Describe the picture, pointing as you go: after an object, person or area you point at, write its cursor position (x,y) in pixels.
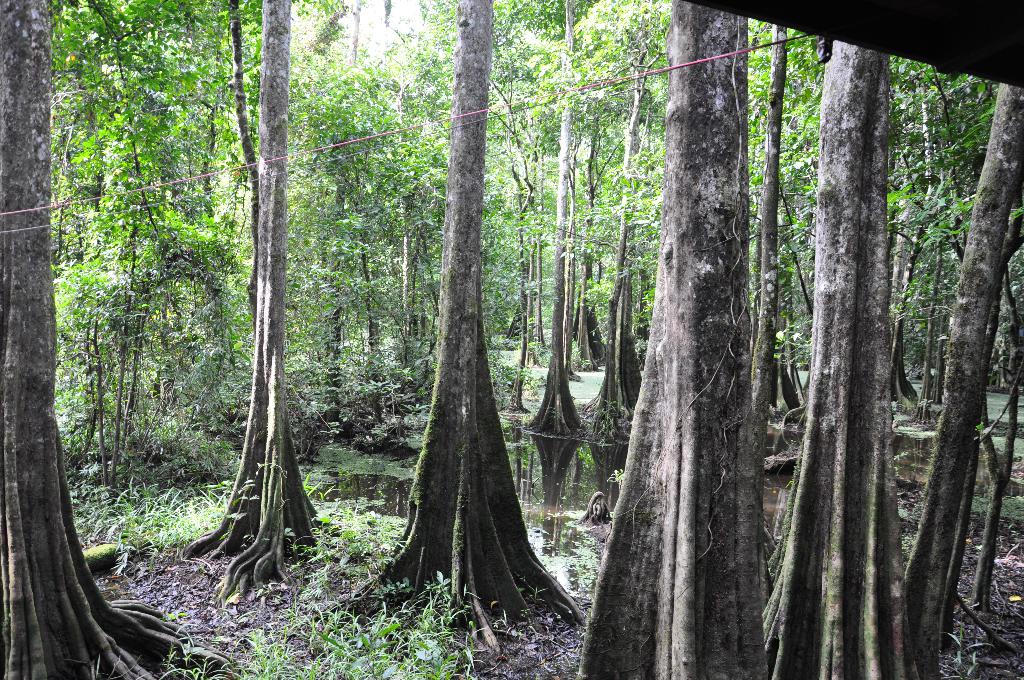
In this picture we can observe trees (512,258) and plants (385,628) on the ground (275,604). There is some water (513,459). We can observe red color wire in this picture.
